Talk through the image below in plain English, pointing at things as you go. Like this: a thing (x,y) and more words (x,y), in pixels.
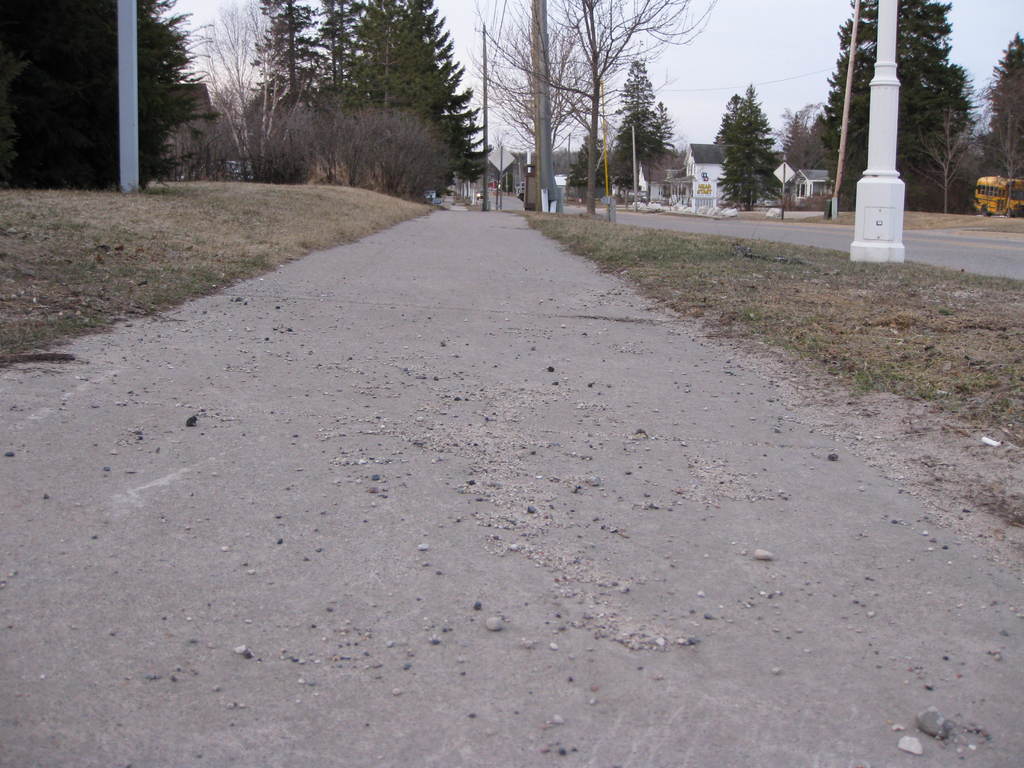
In this image there is a road (553,375), few electric poles (486,75) and cables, few buildings (688,192), two vehicles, grass (625,231) and the sky (760,61).
